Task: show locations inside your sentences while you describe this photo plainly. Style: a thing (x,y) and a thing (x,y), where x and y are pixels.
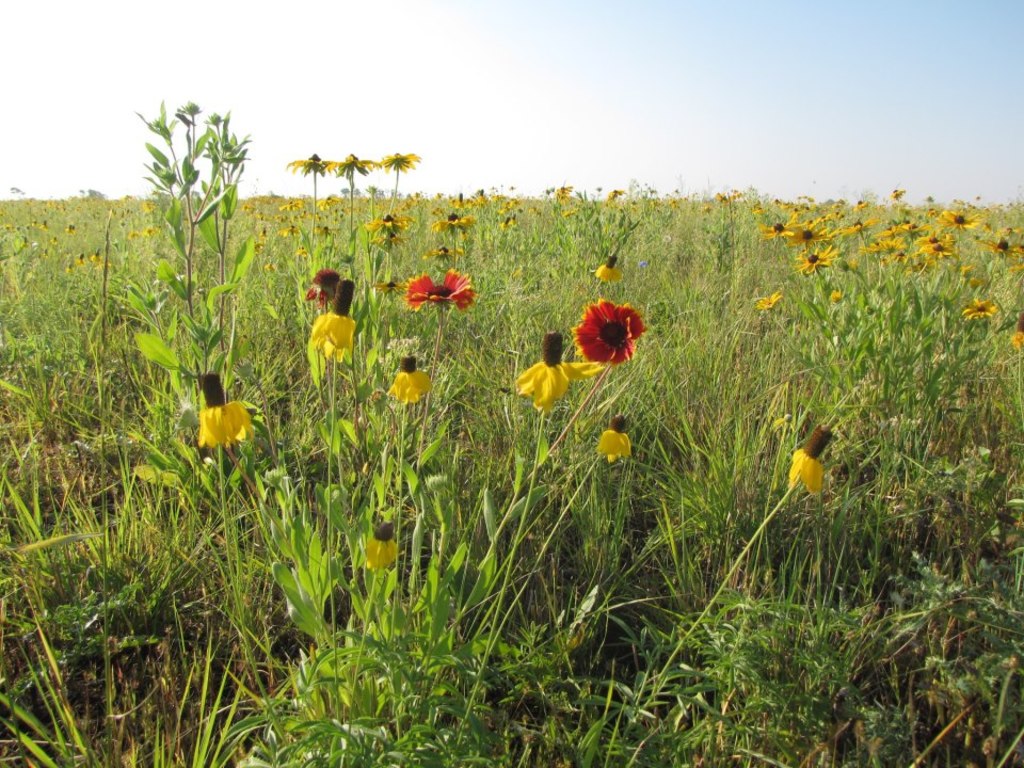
In this picture there is flower field (593,245) in the image.
